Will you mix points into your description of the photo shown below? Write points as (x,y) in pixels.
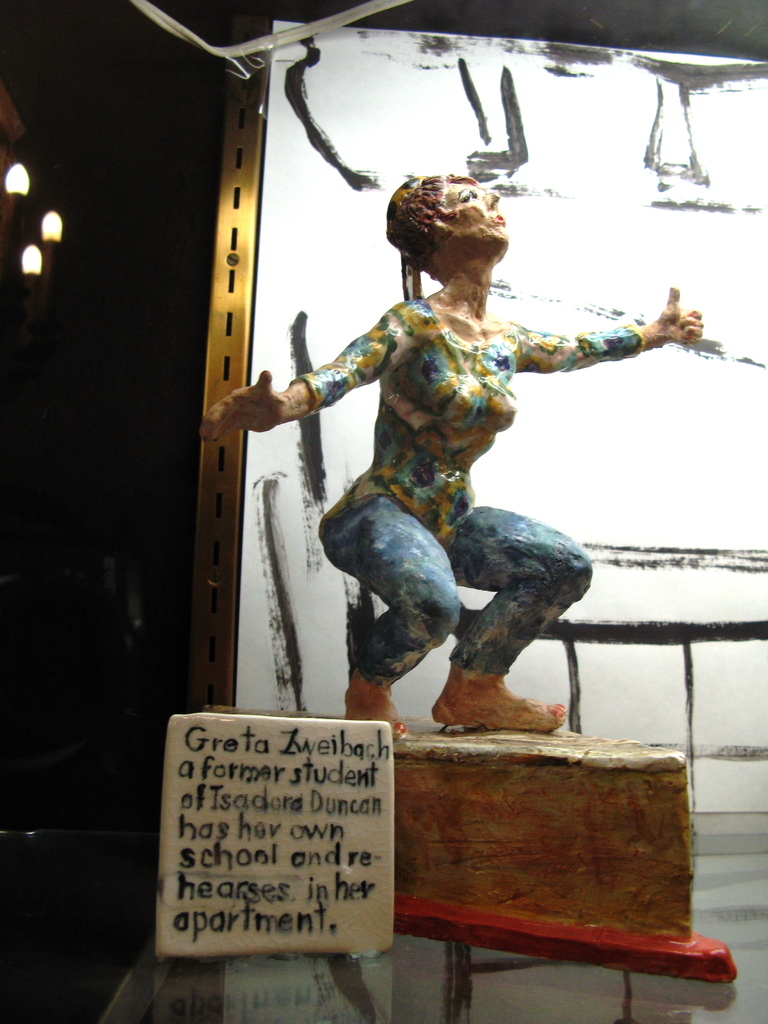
In the center of the picture (329,398) there is a sculpture (368,540). In the foreground (223,750) there is something written on the stone (234,768). In the background (593,155) there are lights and hoarding (458,147).
